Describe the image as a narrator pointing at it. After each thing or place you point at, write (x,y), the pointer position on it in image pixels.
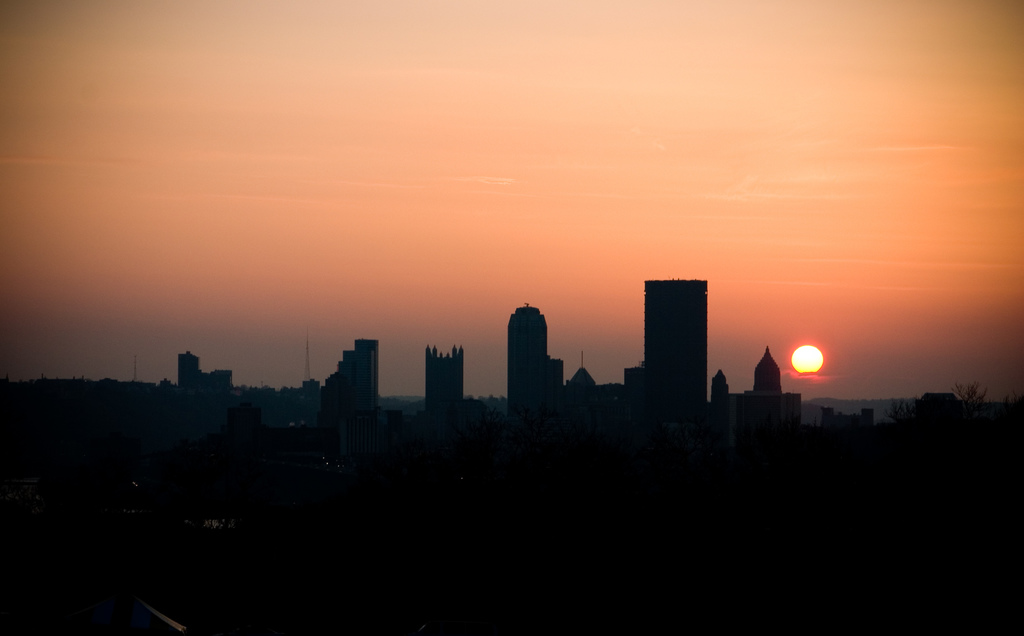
In this image we can buildings (684,384) and trees (904,418). In the background (602,237) there is sky (732,248) with sun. And the image is looking dark.
